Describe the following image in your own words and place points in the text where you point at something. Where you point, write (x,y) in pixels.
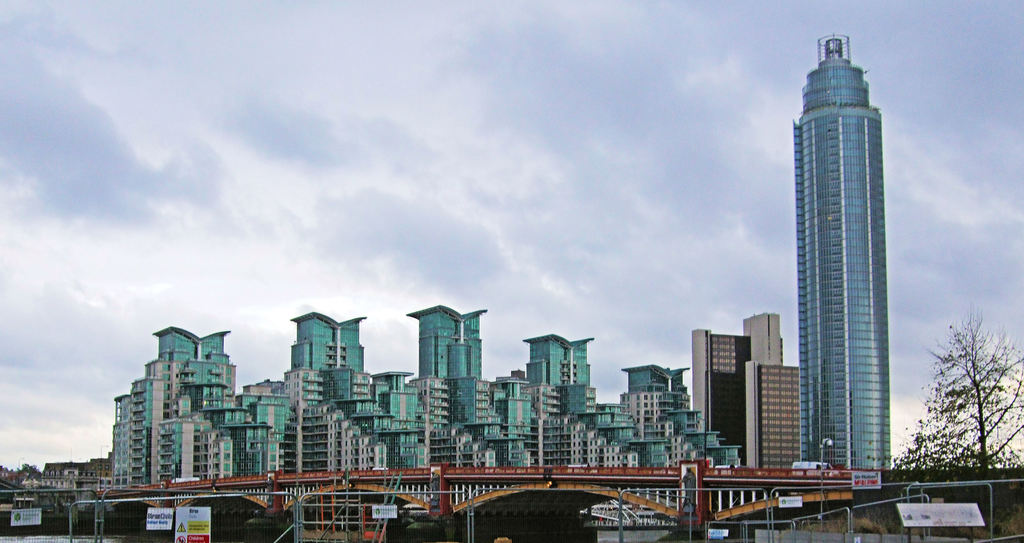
In this picture, we can see a few buildings (520,394) with windows (553,397), trees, poles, metallic objects (301,529), bridge (282,489), poster (190,521) with text (192,529) and images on it, we can see the sky (498,222) with clouds (355,203).
